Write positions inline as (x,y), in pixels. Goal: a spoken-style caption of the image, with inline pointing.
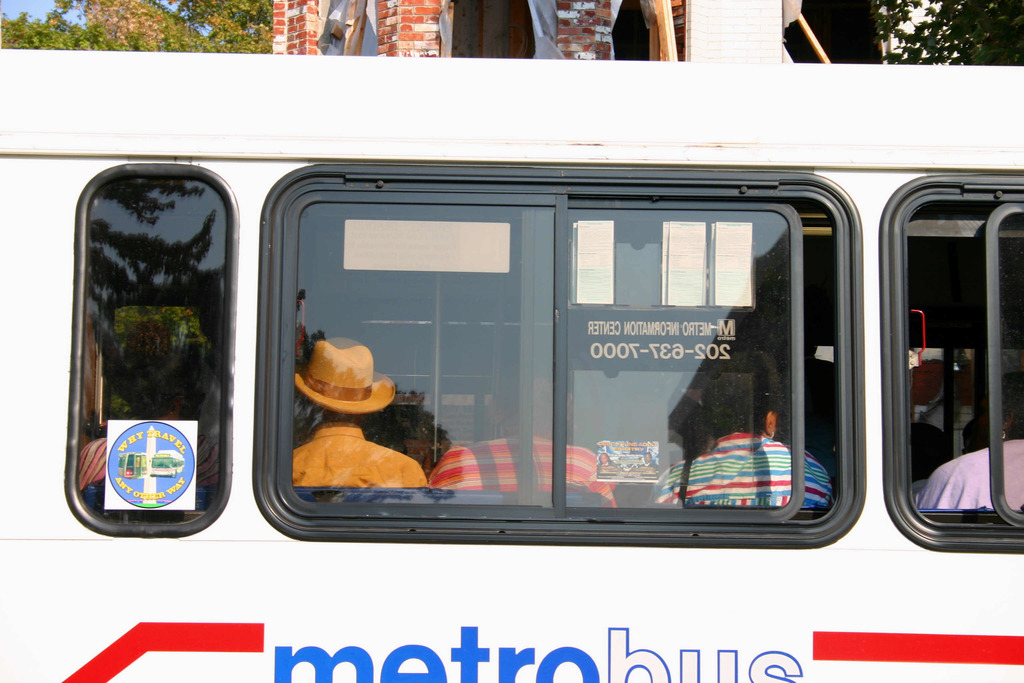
In this picture we can observe a bus (276,585) which is in white color. There are some passengers (336,441) sitting in the bus (520,489). We can observe blue color words (463,667) on the white color background (430,636). In the background (151,33) there are trees (263,41).
